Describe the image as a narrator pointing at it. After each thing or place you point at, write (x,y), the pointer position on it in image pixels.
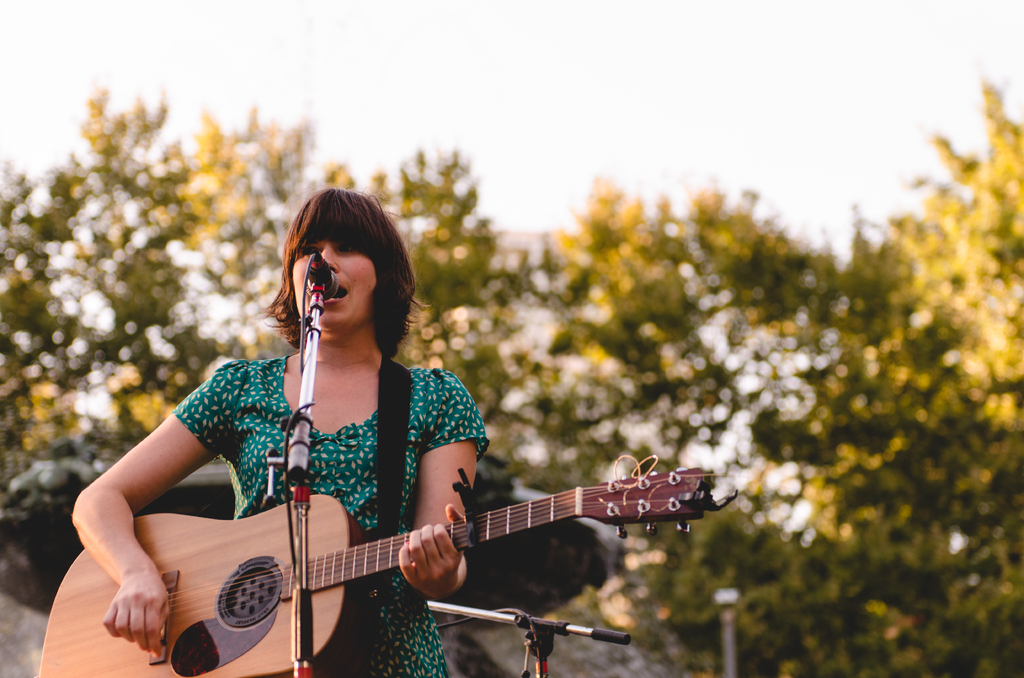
In this picture there is a lady (343,192) who is standing at the left side of the image (306,339) by holding the guitar (189,637) in her hand (129,637) and there is a mic (329,290) in front of her, there are some trees (1018,137) around the area of the image and it is day time.
